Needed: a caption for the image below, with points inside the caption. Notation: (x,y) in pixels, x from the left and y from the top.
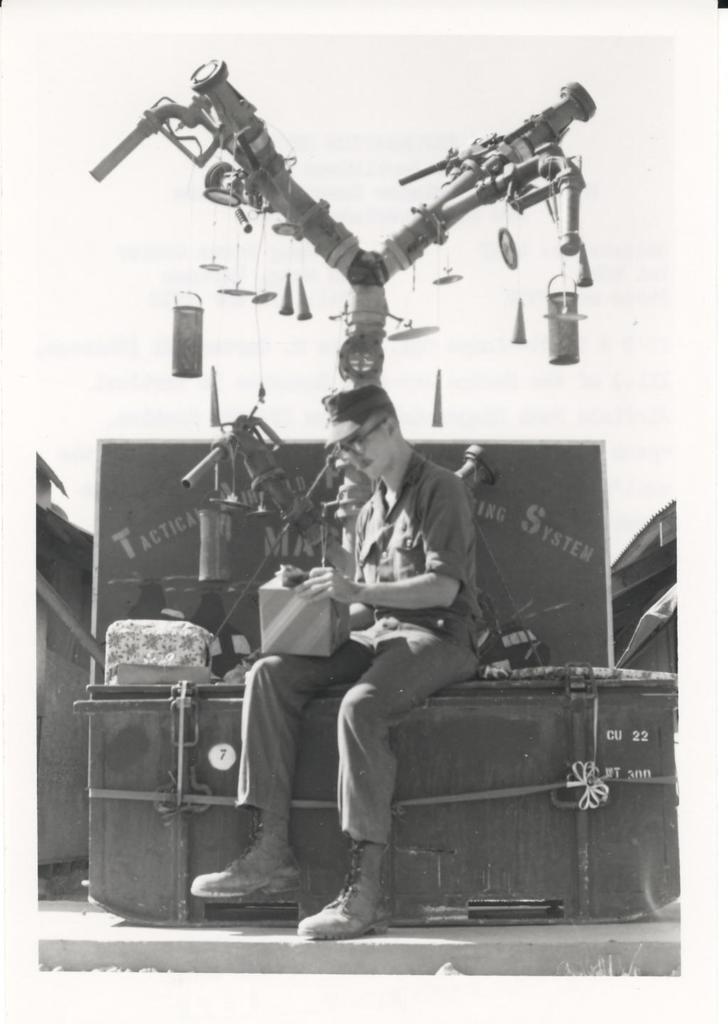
In this image I can see a person (369,679) sitting and holding something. Back I can see few objects (315,487). The image is in black and white.
